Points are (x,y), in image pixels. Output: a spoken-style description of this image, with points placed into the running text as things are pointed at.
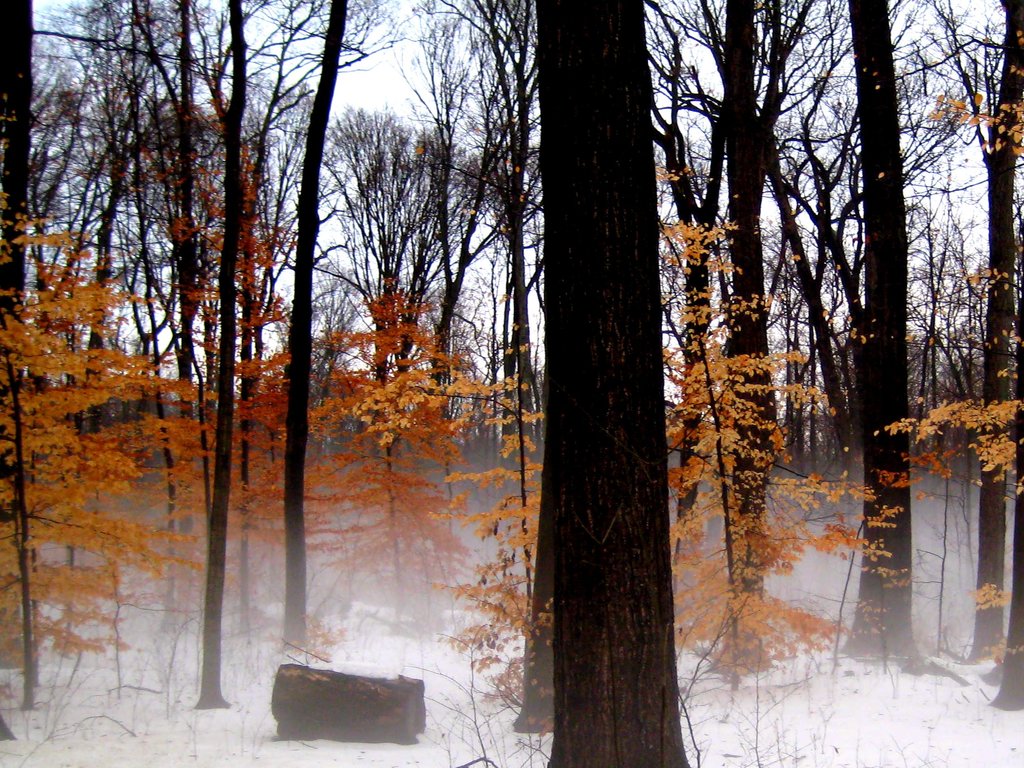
At the bottom (431,603) there is the snow (454,696), in the middle (600,376) there are trees (522,313). At the top (342,109) it is the sky (342,109).
